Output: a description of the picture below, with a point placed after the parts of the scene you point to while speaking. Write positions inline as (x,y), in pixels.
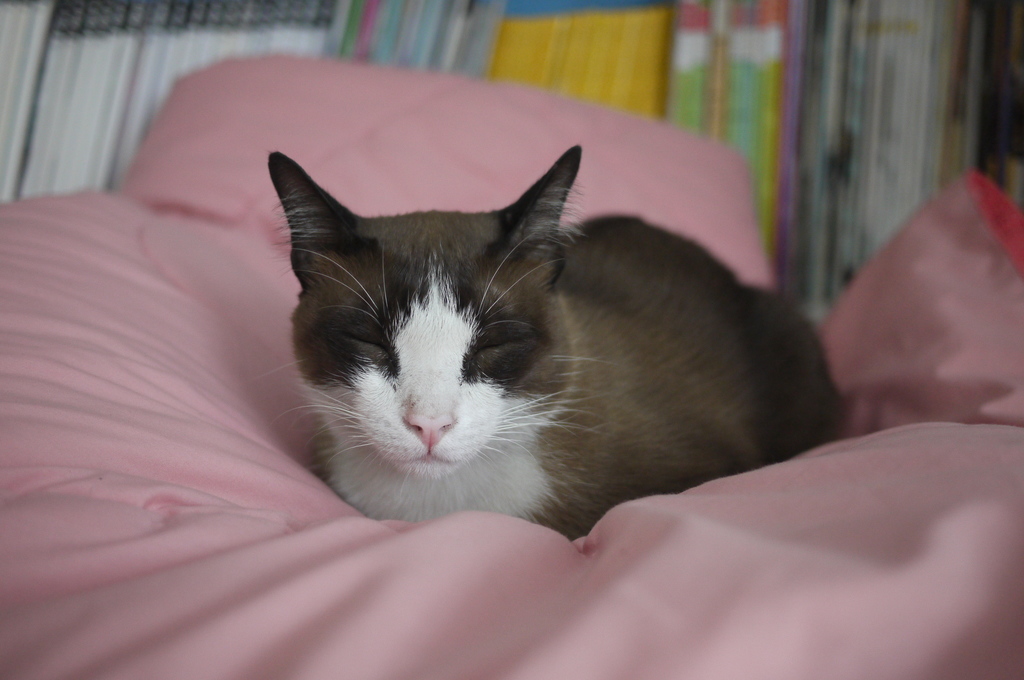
In this image we can see a cat (592,403) on the pink cloth (119,390). In the background of the image (702,117) there are books (38,38).
